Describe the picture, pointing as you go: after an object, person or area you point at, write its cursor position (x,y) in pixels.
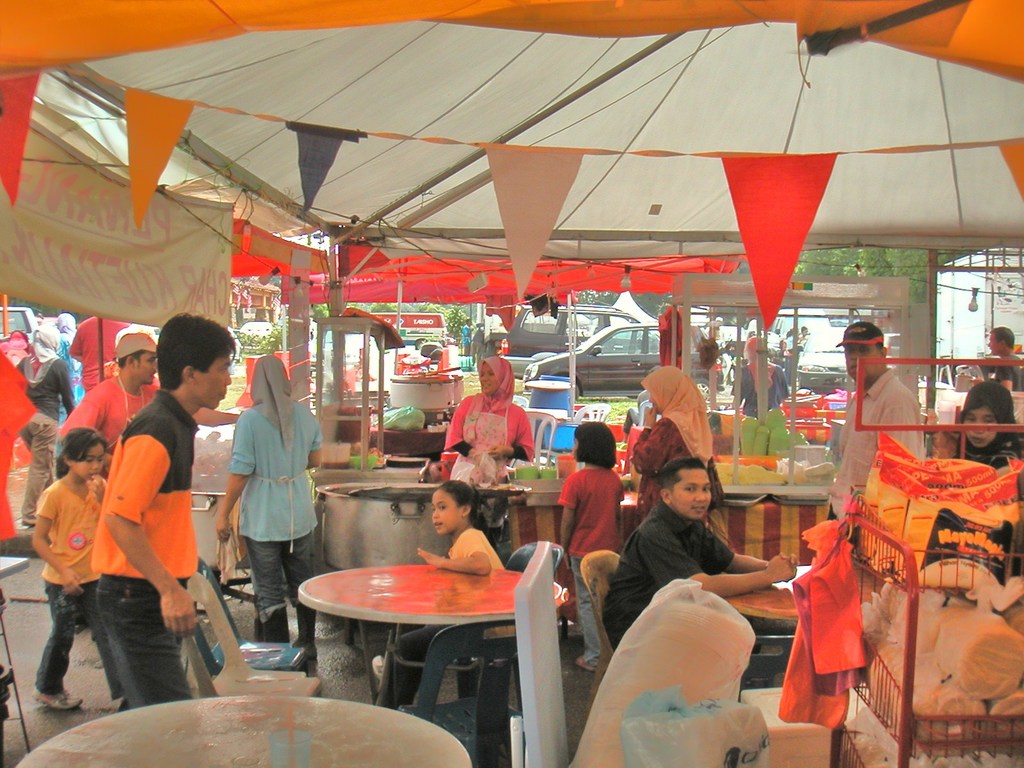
In this picture, it looks like a canopy tent (429,249). In the tent (441,200) there are groups of people (145,419), chairs (472,629), tables (473,614), bulbs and other objects (321,508). Behind the people (286,412) there are vehicles (608,312) and trees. On the left side of the image (76,189) there is a banner (77,188).
